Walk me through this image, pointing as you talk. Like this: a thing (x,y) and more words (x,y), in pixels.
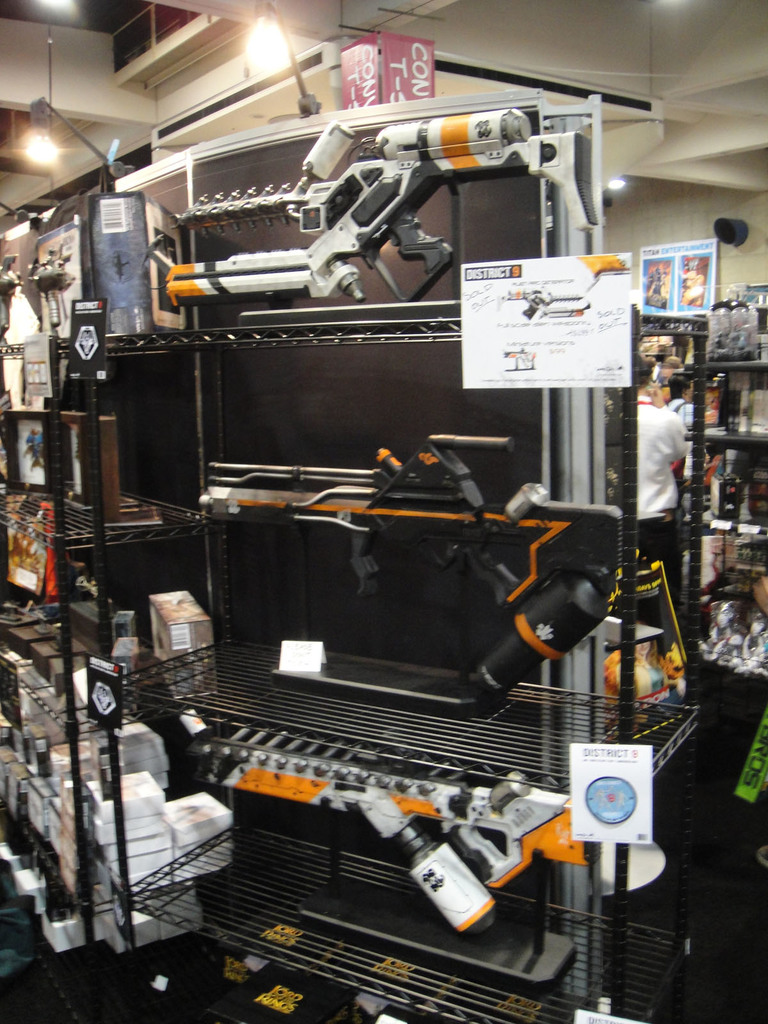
In the image there are fire guns (402,201) in a stand (355,928) and behind there are many racks (738,369) with many articles (199,829) in it, on the right side (666,465) there are two persons (655,473) standing and there are lights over the ceiling (637,108).
